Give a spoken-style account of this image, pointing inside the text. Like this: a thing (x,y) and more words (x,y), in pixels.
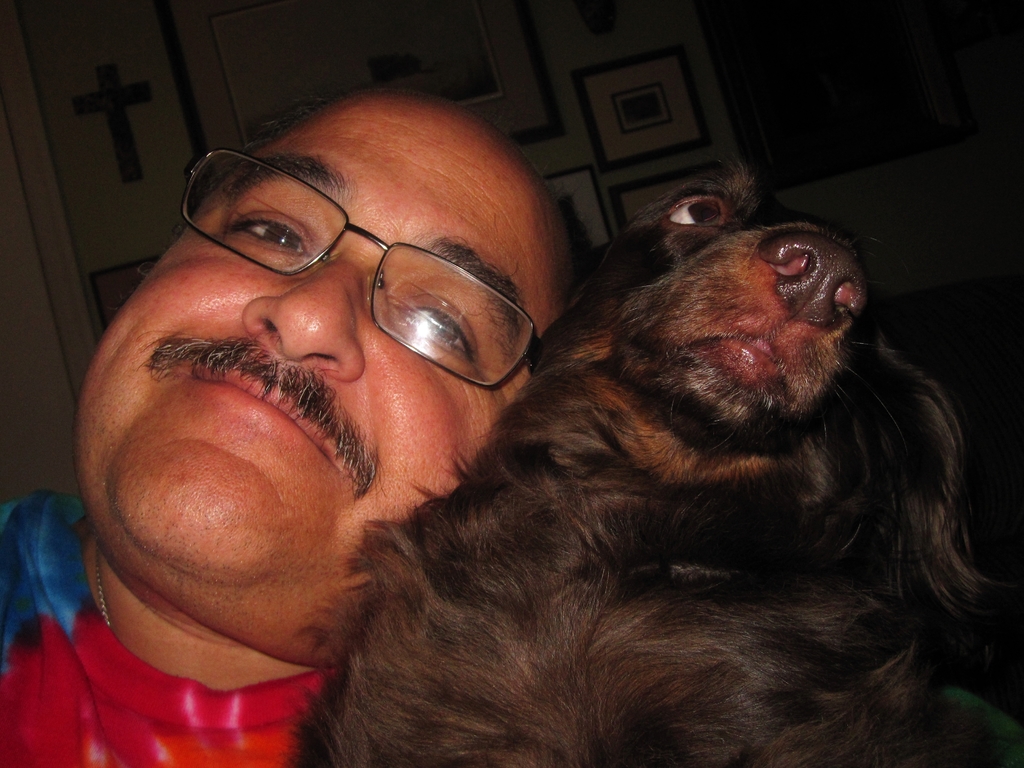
In this picture i could see a person (292,308) beside a black color dog (632,456) having mustaches (215,354) and glasses (456,296) on him. Up on the wall (144,122) there are frames (184,111) and a cross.
